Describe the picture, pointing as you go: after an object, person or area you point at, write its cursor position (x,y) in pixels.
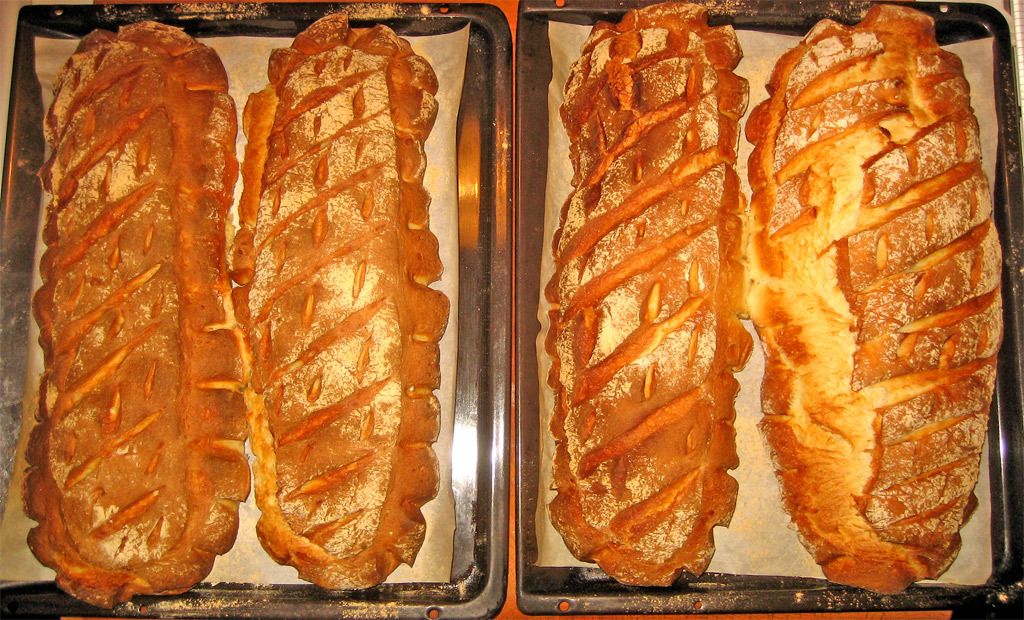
In this image we can see two trays (503,337) with food items (403,239).
